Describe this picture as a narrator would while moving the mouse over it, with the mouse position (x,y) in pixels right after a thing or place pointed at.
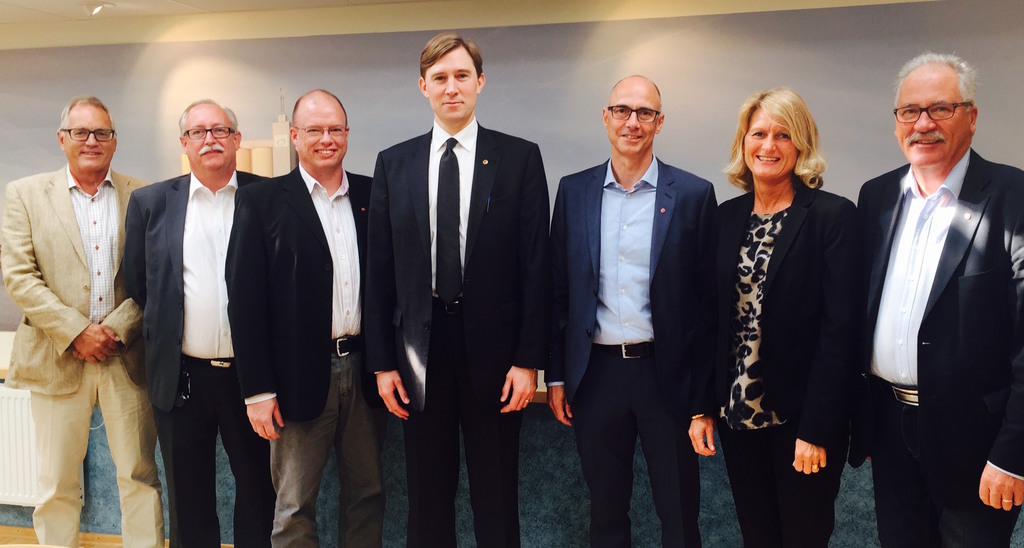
In the picture i can see some group of persons (475,244) wearing suits (984,279) and a woman (776,240) wearing blazer (775,317) standing and posing for a photograph and in the background of the image (339,33) there is a wall (339,33).
